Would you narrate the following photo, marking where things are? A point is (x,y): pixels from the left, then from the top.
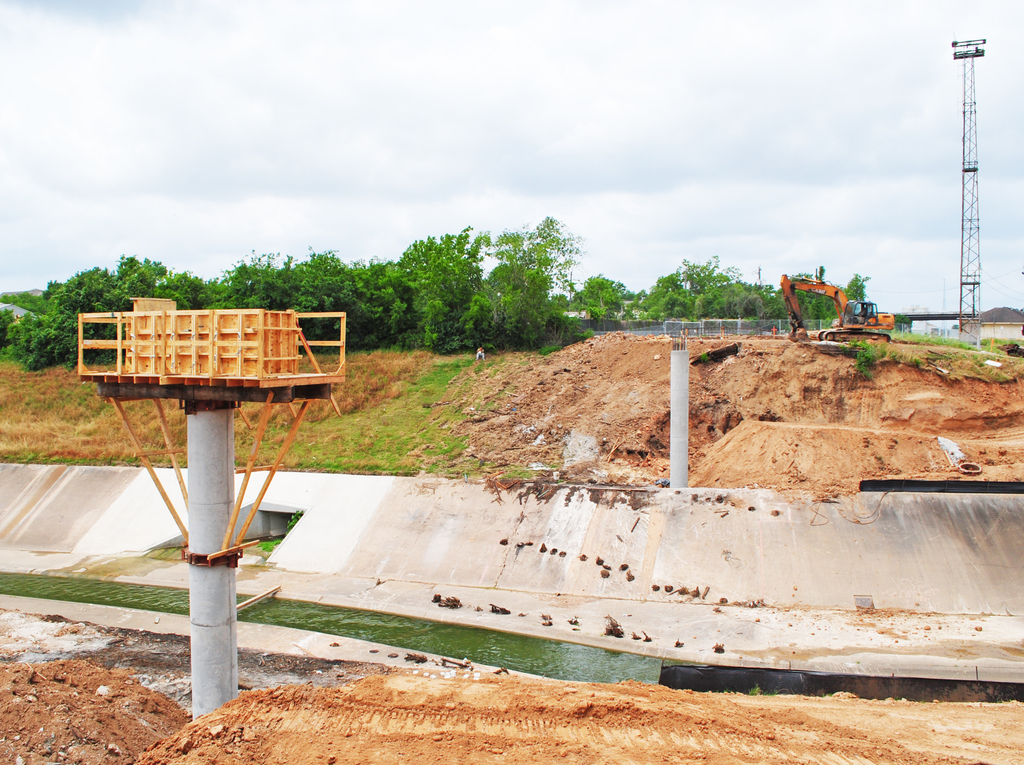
In this picture we can see water (551,660) here, there is a pillar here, in the background (369,281) there are some trees (496,281), we can see a crane (845,321) here, on the right side (974,239) there is a tower (964,247), there is the sky (571,101) at the top of the picture (519,54), we can see grass (364,398) here.
